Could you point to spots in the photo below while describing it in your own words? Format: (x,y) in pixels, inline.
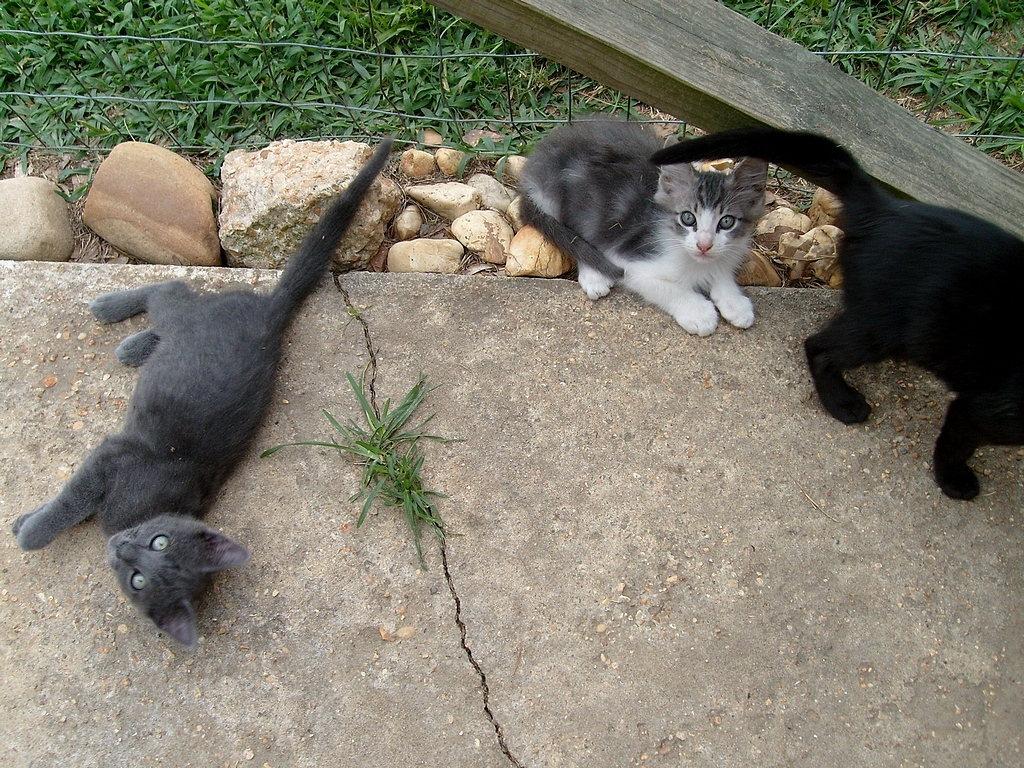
There is a gray color cat (214,364) laying on the floor (355,534) near grass (388,502) and stones (800,240), which are arranged on the ground (426,206), near fencing (102,36). On the right side (935,234), there is a black color cat (967,260), which is standing near a wooden piece (878,151) and near a cat (620,284), which is sitting on the stones (445,196). In the background (340,52), there's grass (369,45) on the ground (942,27).
